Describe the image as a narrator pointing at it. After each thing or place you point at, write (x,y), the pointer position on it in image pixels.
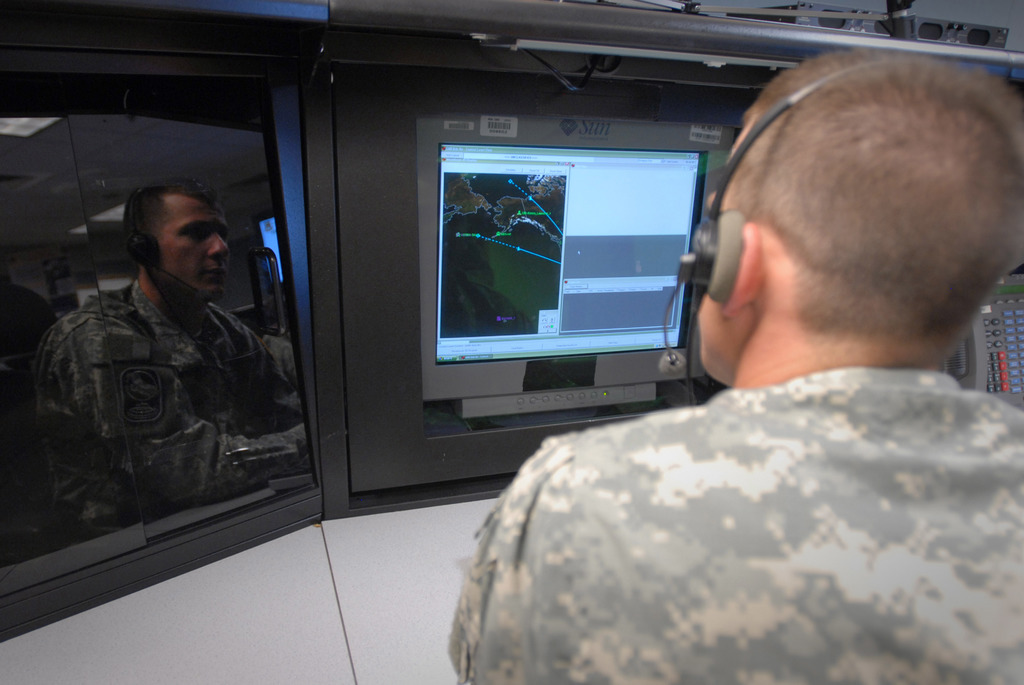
In this picture, we see a man (739,462) in the uniform (677,505) is sitting and he is wearing the headset (727,266). He might be the army commander (787,322). In front of him, we see a white table (281,611) on which monitors (483,334) are placed. We see a monitor (578,311) is displaying something. On the right side (979,353), we see the landline phone (1005,344). At the top (609,45), we see a rod (613,38) and an object (836,25).
